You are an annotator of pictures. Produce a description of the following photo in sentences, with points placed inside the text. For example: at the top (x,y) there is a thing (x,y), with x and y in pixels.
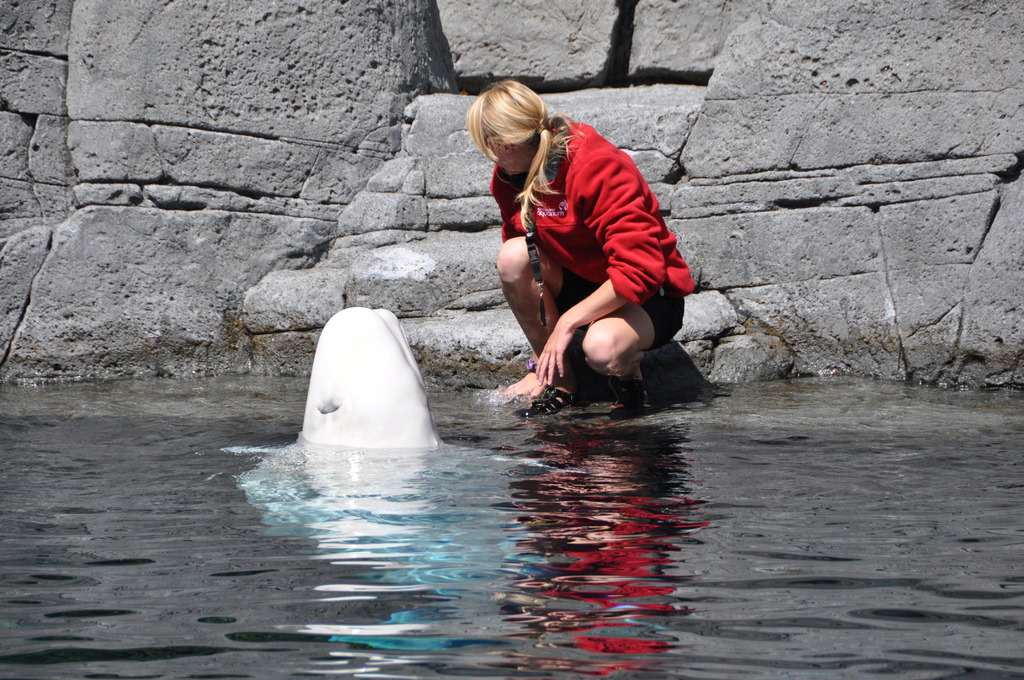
In this image in the center (342,453) there is water (457,552) and in the water (485,534) there is an aquatic animal (400,431) and in the background (542,263) there is a woman (571,242) and there is a wall (307,131).
